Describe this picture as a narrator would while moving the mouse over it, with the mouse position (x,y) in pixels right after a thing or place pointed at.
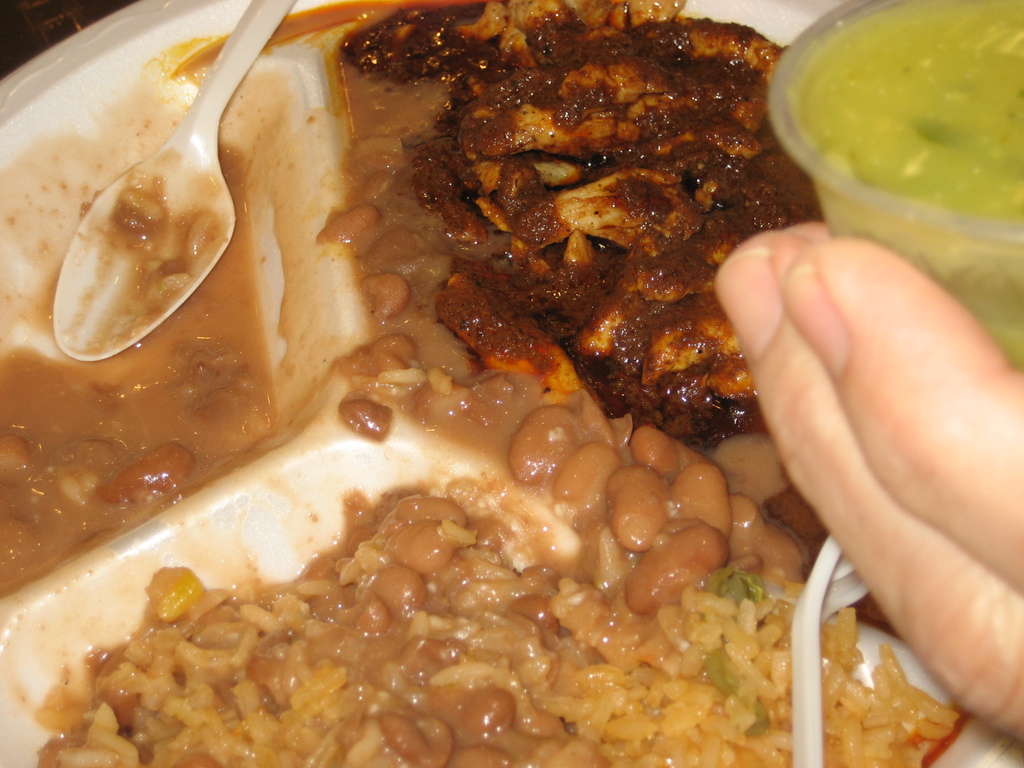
In this picture there is a plate (261,219) in the center of the image (650,272) which contains food items (403,300) in it and there is a hand (848,373) on the right side of the image (966,566).
